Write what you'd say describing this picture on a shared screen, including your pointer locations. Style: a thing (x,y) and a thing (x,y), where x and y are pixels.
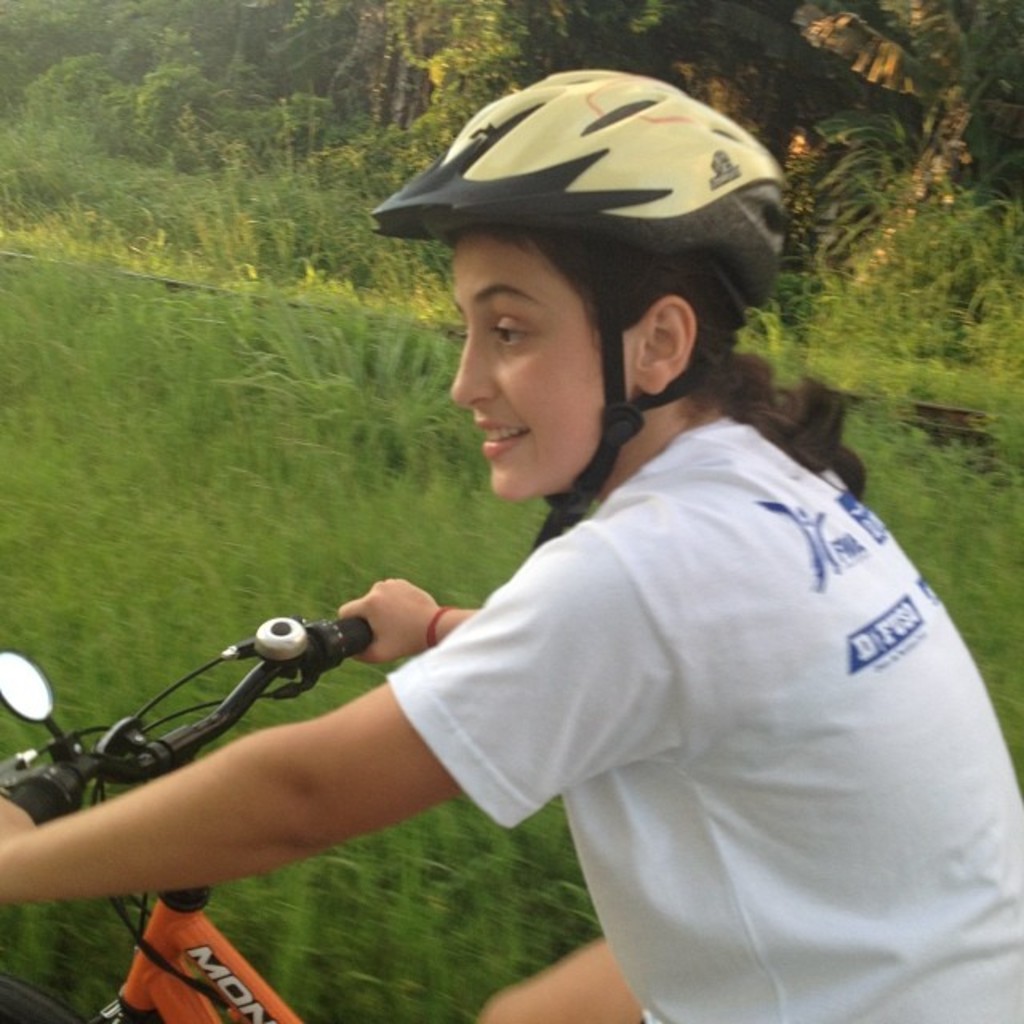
In this image there is a person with helmet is riding a bicycle (150,982), and in the background (232,542) there is grass (432,295), plants (34,84).
